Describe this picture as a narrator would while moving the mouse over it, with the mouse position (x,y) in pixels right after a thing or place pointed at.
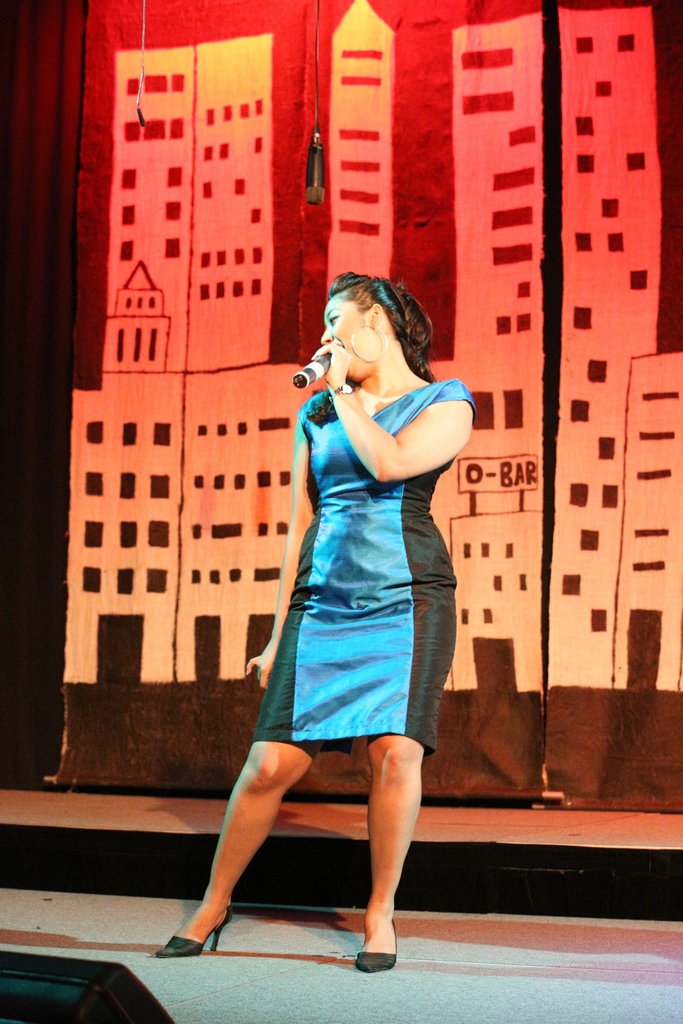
In this image I can see in the middle (405,565) a woman (399,730) is standing and holding the microphone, she is wearing blue color dress (333,642). In the background (655,58) it looks like there are banners (616,445).
